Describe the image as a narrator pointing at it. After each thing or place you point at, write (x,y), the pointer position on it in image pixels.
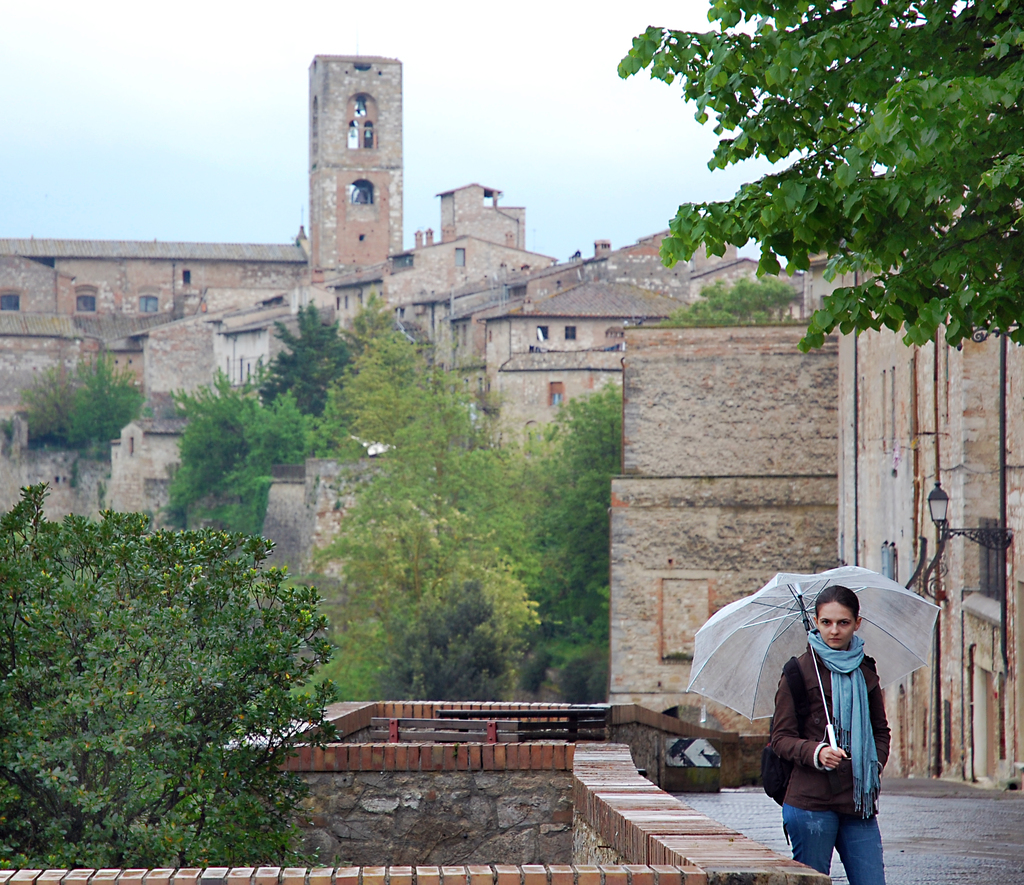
This picture shows few buildings (546,402) and trees (707,245) and we see a woman (863,644) standing and holding a umbrella (815,606) with her hand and she wore a scarf (837,696) on the neck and we see a pole light (980,544) and a blue cloudy sky (498,120).
